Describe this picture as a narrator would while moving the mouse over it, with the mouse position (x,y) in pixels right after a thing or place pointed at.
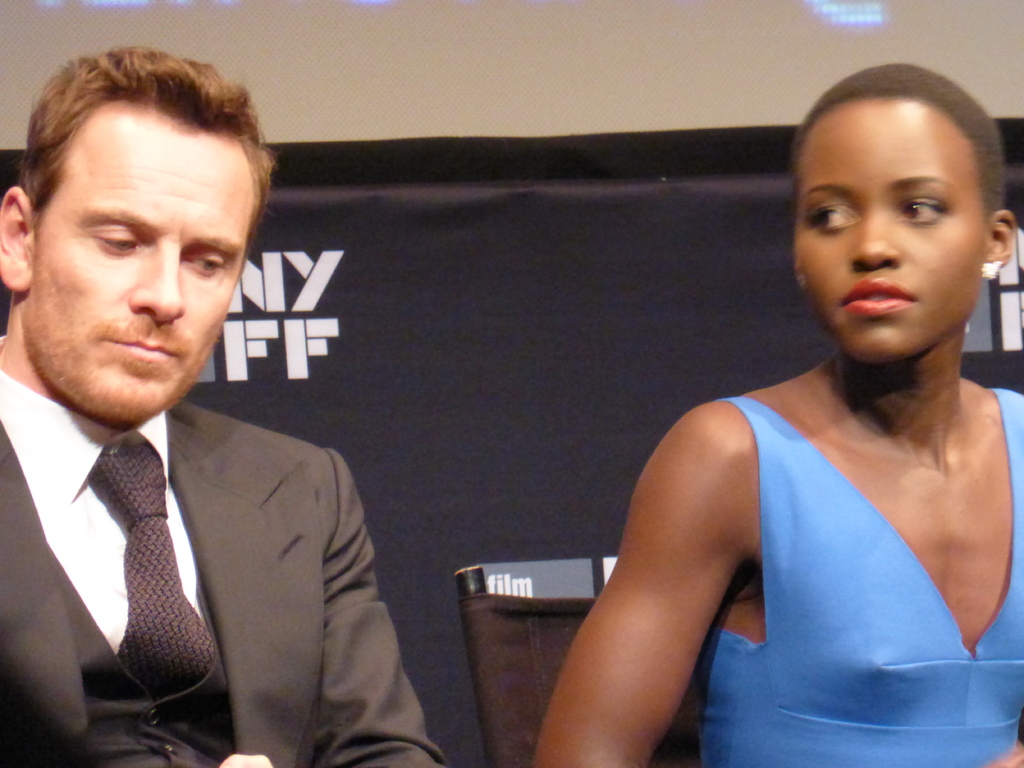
There is a man (205,72) and a woman (735,471) in the foreground area of the image (950,208), it seems like there is a poster (482,261) and lights (838,14) in the background area (851,19).
